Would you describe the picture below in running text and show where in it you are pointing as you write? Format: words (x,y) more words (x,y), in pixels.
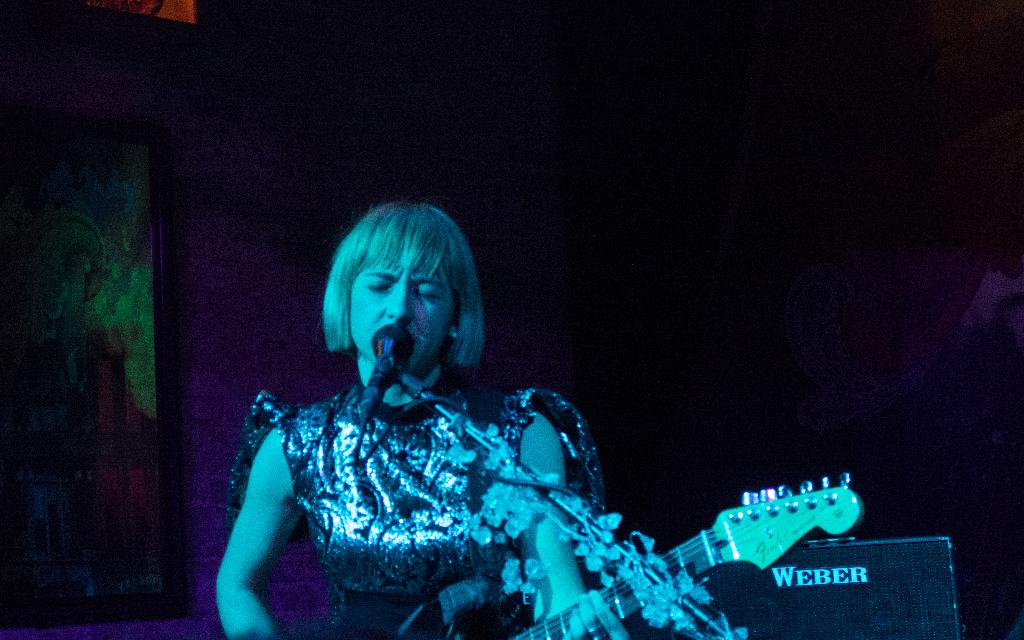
In the middle (424,290), a woman (243,575) is standing and singing a song in front of the mike (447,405) and playing a guitar (706,556). Next to that a speaker (772,599) is kept. In the background (11,134) left, a wall painting (130,390) is visible. The background (212,366) is dark in color. This image is taken during night time in a concert stage (361,68).
